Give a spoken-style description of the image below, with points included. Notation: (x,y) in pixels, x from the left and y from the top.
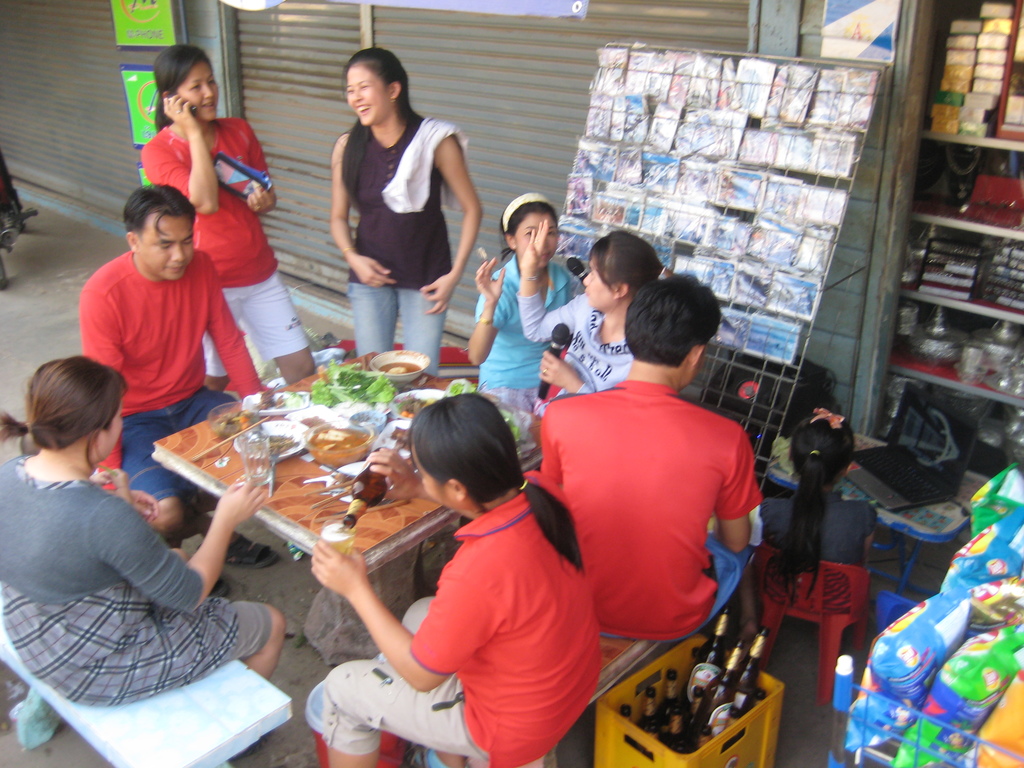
In this image there are few persons (545,341) sitting on bench (154,709). Two women (194,173) are standing. Woman (215,142) wearing a red shirt (219,203) is holding a purse (229,179) with one hand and mobile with other hand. Woman (443,636) sitting on the bench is wearing red shirt (448,598) is holding bottle (378,490) with one hand (375,465) and pouring drink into glass (331,527) with other hand (330,565). A woman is holding a mike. There are few packets (870,714) in the rack (851,752). There is a basket (767,726) having few bottles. There is a shelf (949,221) at the right side (932,294) having some items (1020,417) in it. At the top of the image (99,18) there is shutter (448,96).
